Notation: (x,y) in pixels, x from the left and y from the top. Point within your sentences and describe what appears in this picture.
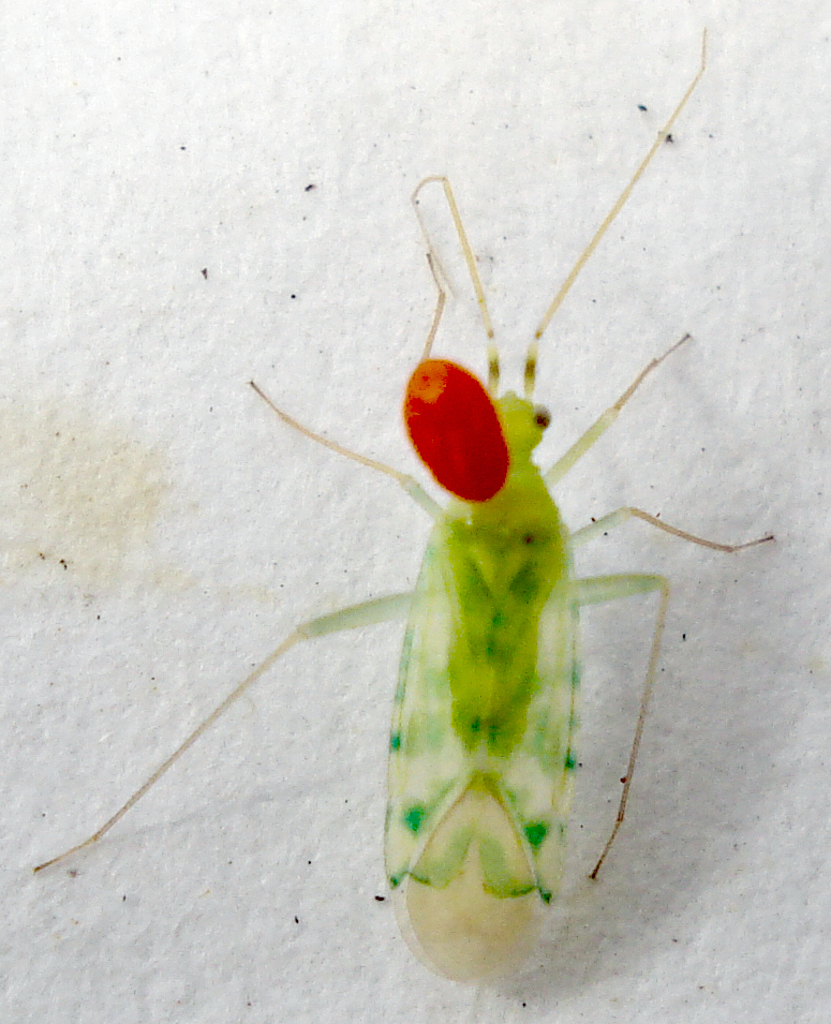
In this image I can see a bug (458,524).
